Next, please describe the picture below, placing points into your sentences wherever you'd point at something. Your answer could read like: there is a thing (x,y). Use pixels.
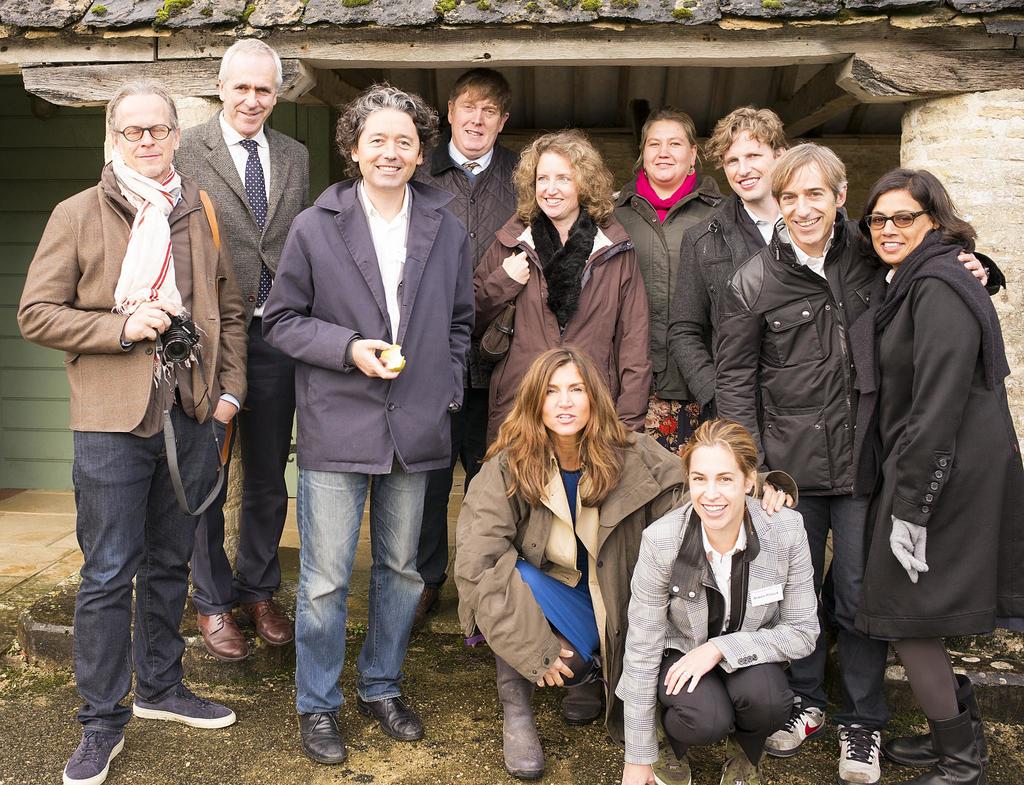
In this image I can see group of people (381,573) standing, the person (939,364) at right (928,344) is wearing black color dress (917,347) and the person (106,347) at left (75,347) is wearing brown blazer (81,357), blue color pant (93,433) and holding a camera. Background (497,23) I can see the shed (360,68) and the wall (31,424) is in green color.
